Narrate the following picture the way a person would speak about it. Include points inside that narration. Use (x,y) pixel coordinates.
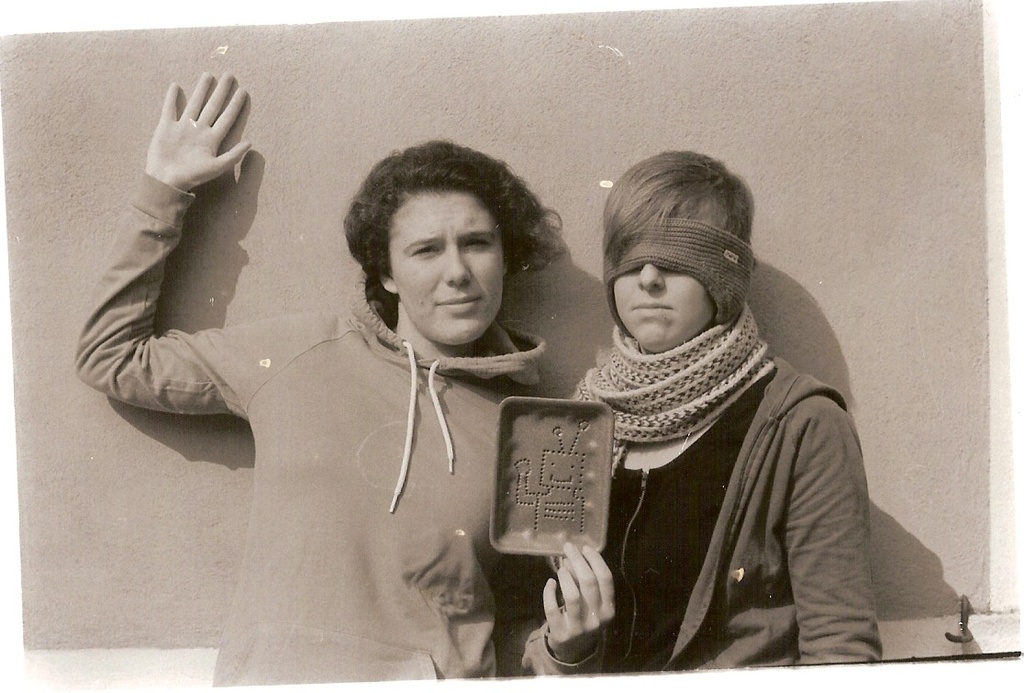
In this image there are two persons (492,434) standing, one of them is holding an object (502,543) in his hand (550,615) and the same one is wearing a mask (653,256) to his eyes (695,262). In the background (951,237) there is a wall (302,173).
